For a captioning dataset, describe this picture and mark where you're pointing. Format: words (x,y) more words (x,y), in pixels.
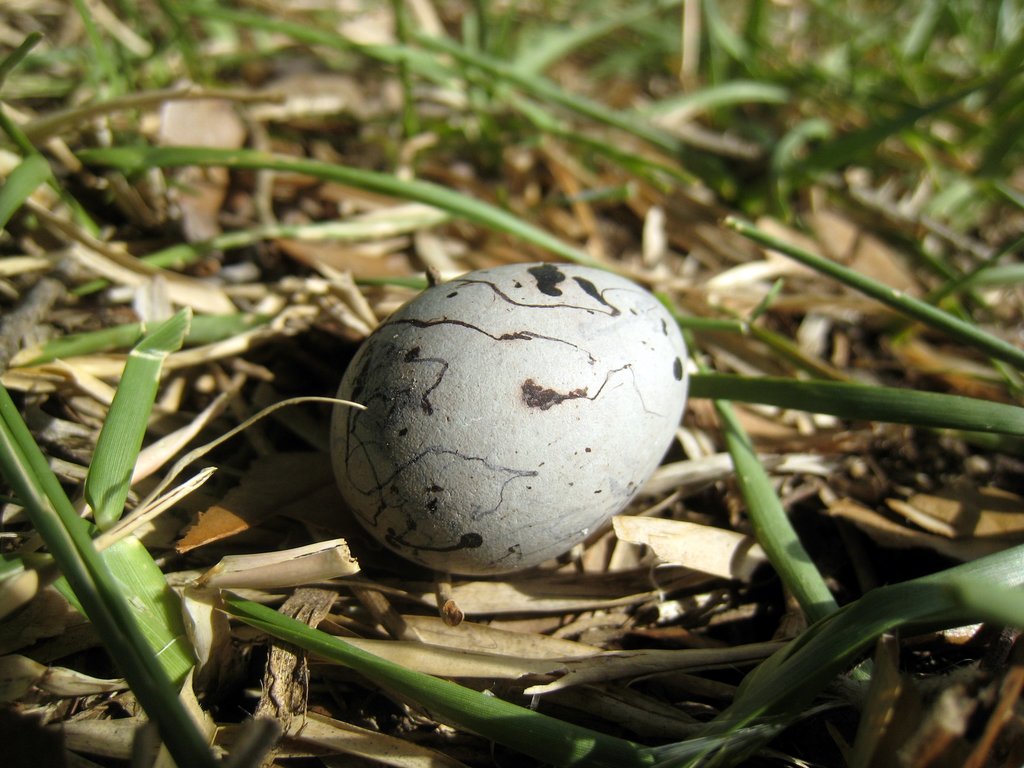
In this image we can see an egg (502,355) placed on the ground (241,551). In the background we can see some leaves (147,674).
